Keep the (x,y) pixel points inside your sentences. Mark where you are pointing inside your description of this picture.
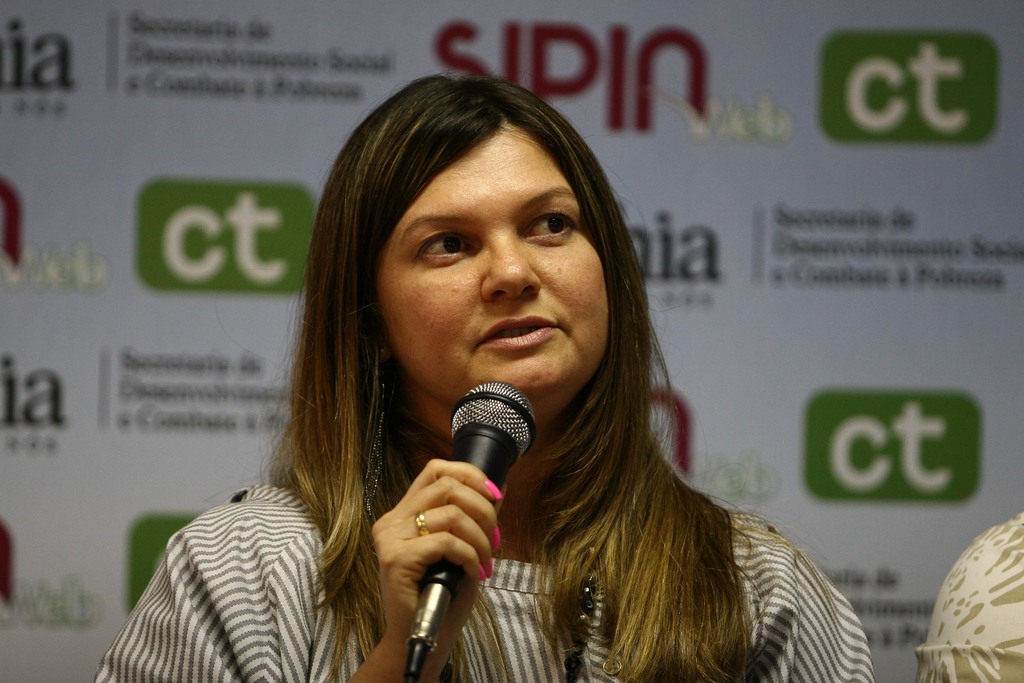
In the image we can see there is a woman (551,340) who is holding mic (427,580) in her hand (462,603) and at the back (749,306) there is a banner (904,321).
